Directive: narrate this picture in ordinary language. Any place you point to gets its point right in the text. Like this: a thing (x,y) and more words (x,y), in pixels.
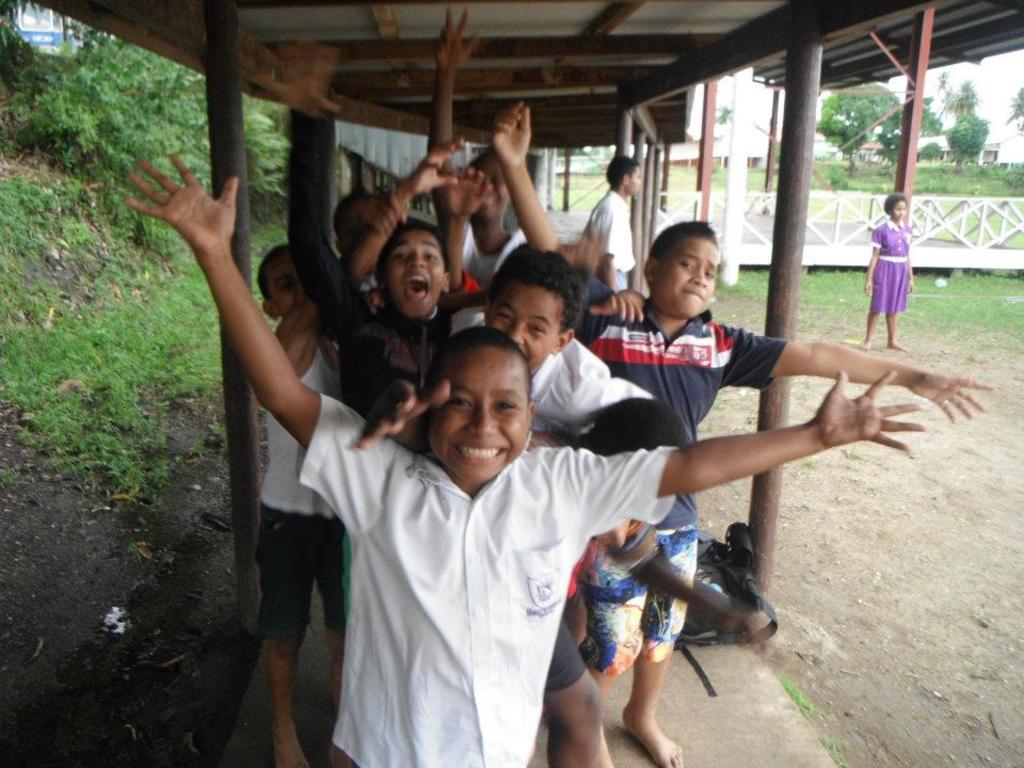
In this picture we can see a group of people (641,575) standing on the ground (213,668), here we can see a shed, fence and trees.
